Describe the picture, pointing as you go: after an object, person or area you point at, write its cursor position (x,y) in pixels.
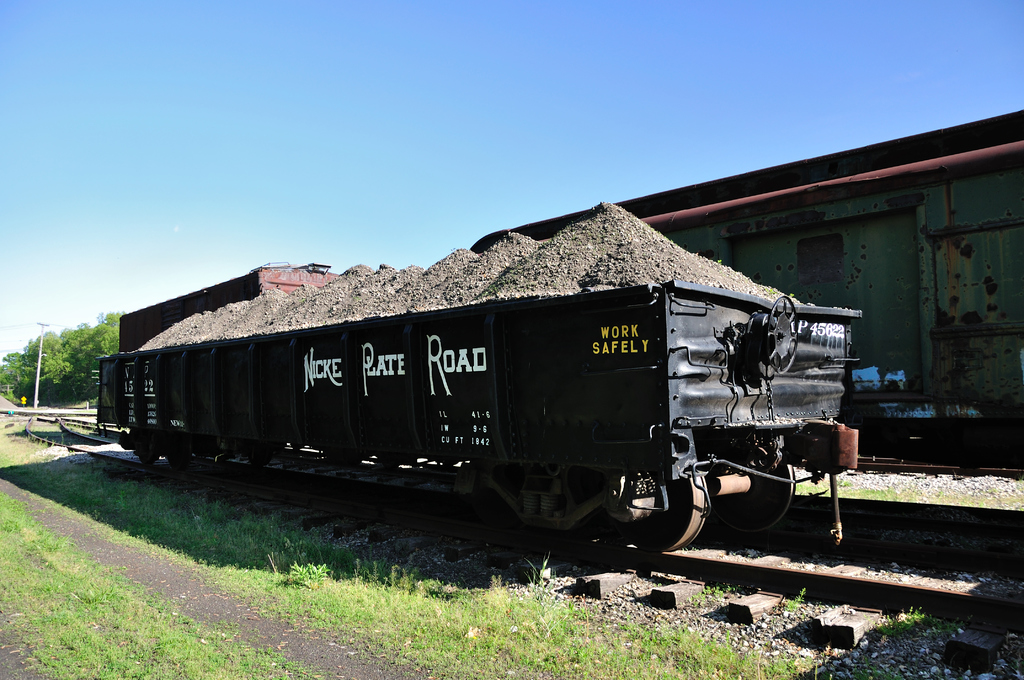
In the image I can see a goods train (459,457) on the track (519,534) and also I can see some trees (19,379), plants (53,385) and some grass (280,602) on the ground (70,473).
